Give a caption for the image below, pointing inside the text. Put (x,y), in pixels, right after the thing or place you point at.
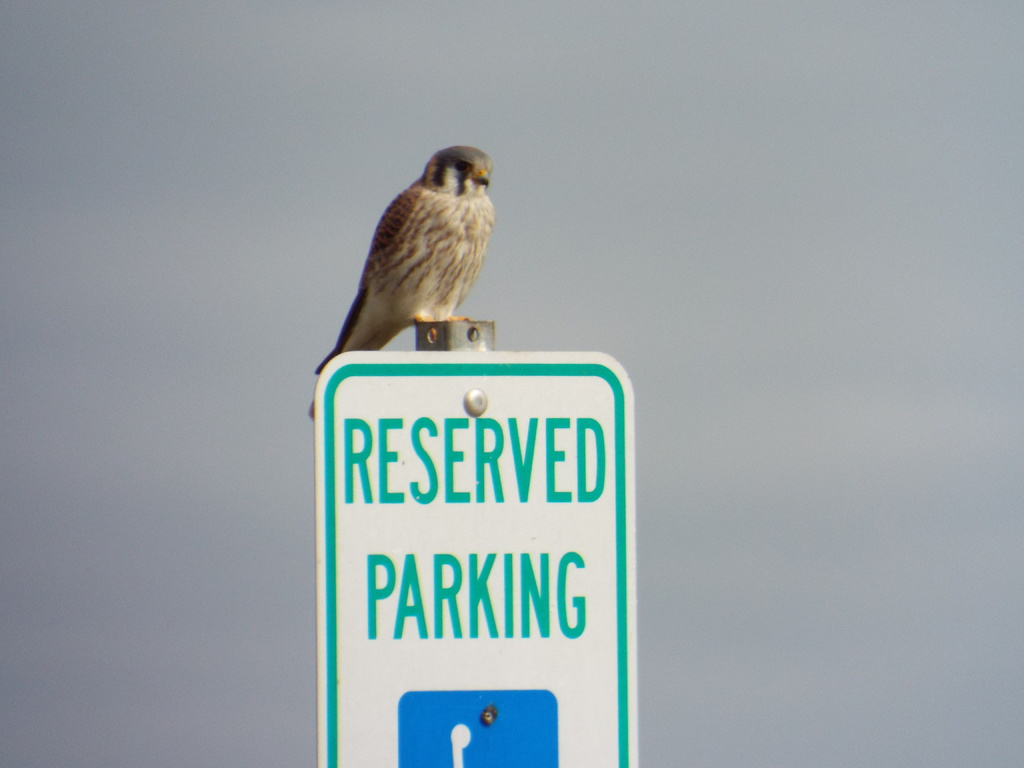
In this image we can see a bird (380,294) which is on the signage board (390,376) on which it is written as reserved parking.
